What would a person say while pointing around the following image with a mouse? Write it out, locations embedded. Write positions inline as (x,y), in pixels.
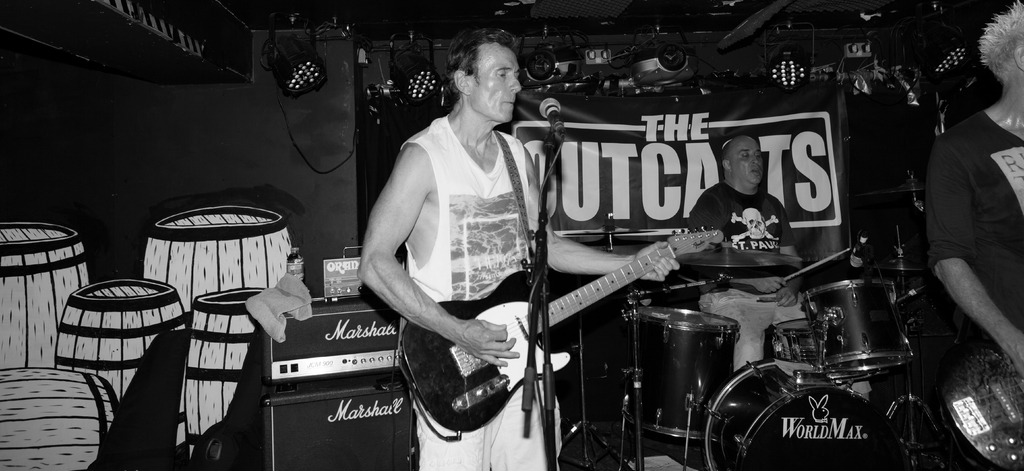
this picture shows a man (440,164) standing and playing a guitar (517,308) and we see other man (758,307) playing drums (672,379) and we see other man (1022,159) holding a guitar (997,366) in his hand (1016,347) and we see a poster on the wall (82,367).
